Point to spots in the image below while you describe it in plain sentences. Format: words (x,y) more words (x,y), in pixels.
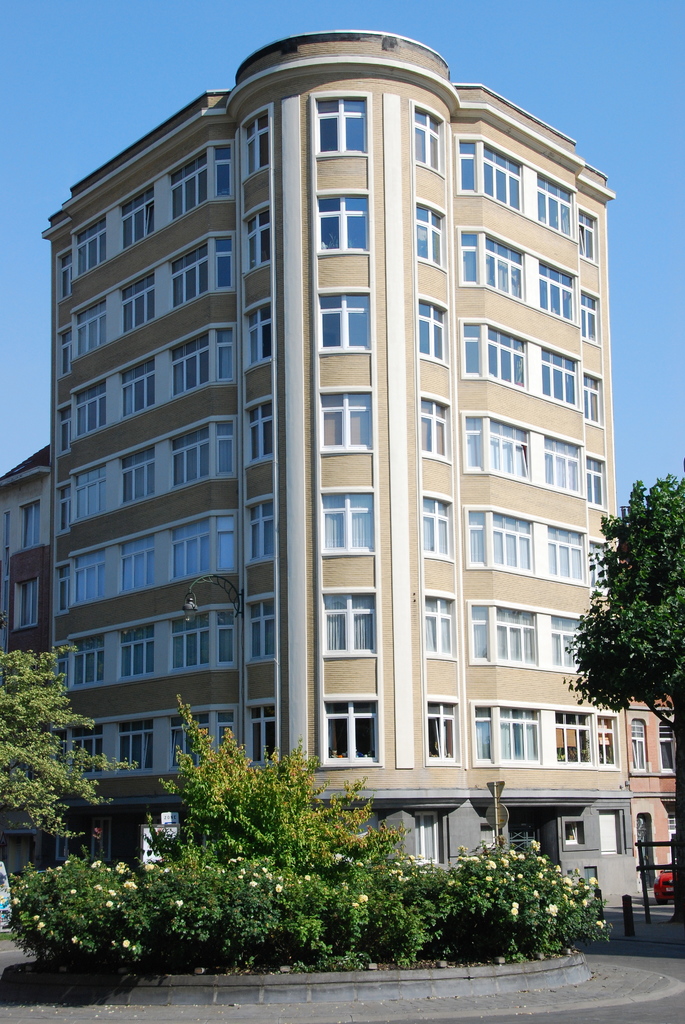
In this image, we can see some plants (117,887) and trees (639,620). There is a building (385,661) in the middle of the image (316,460). At the top of the image (431,35), we can see the sky (78,134).
